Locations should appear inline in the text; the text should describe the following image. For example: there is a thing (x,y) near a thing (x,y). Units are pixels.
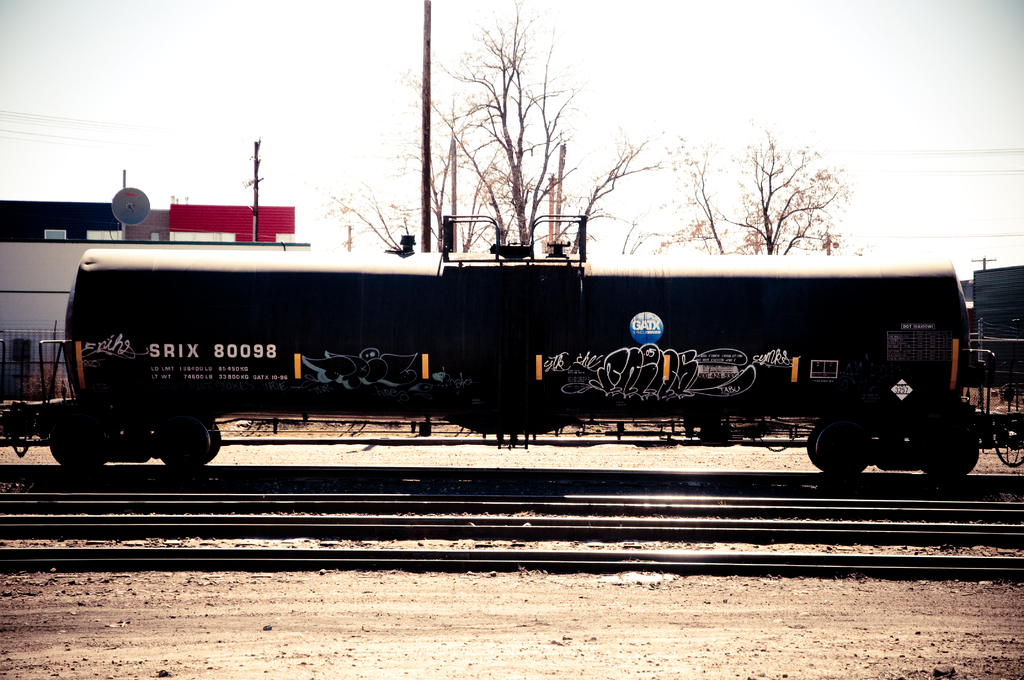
In the center of the image (494,422) we can see one train (437,391) and railway tracks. On the train (543,360), we can see some design (601,366) and some text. In the background (475,68), we can see the sky (886,67), trees (594,188), poles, buildings (1004,322), fence (1015,348) and a few other objects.
